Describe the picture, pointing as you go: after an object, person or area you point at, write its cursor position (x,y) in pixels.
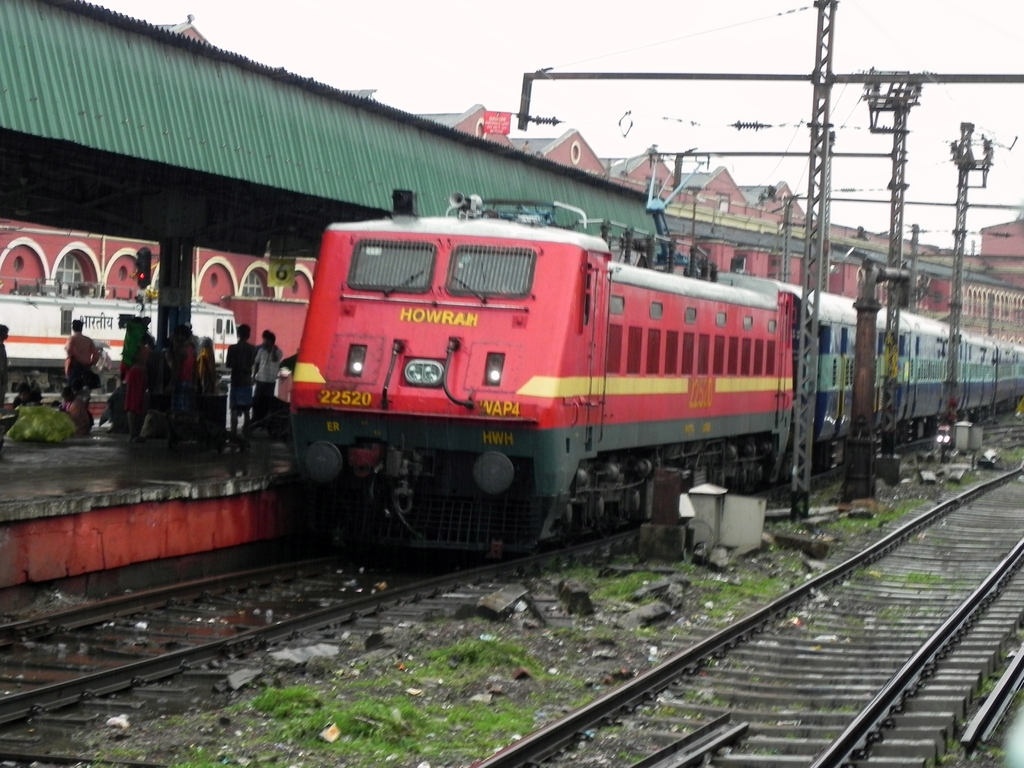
In the foreground of this image (847,546), there are railway tracks (894,689) and a train (638,380) on it. We can also see few poles (818,348) and people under the shed (213,144). In the background (589,143), there are buildings (550,144) and the sky (468,11).
